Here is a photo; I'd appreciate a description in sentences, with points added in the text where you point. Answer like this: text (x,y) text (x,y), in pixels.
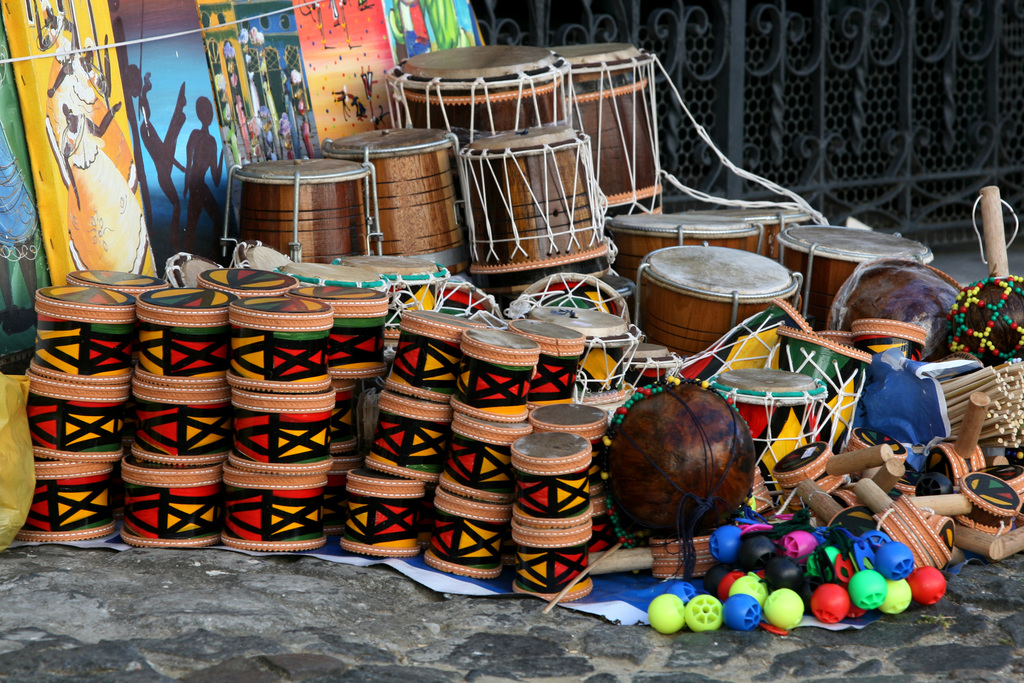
In this image there are drums (536,390) and paintings (271,28), in the background (920,23) there is a fencing (959,88).
